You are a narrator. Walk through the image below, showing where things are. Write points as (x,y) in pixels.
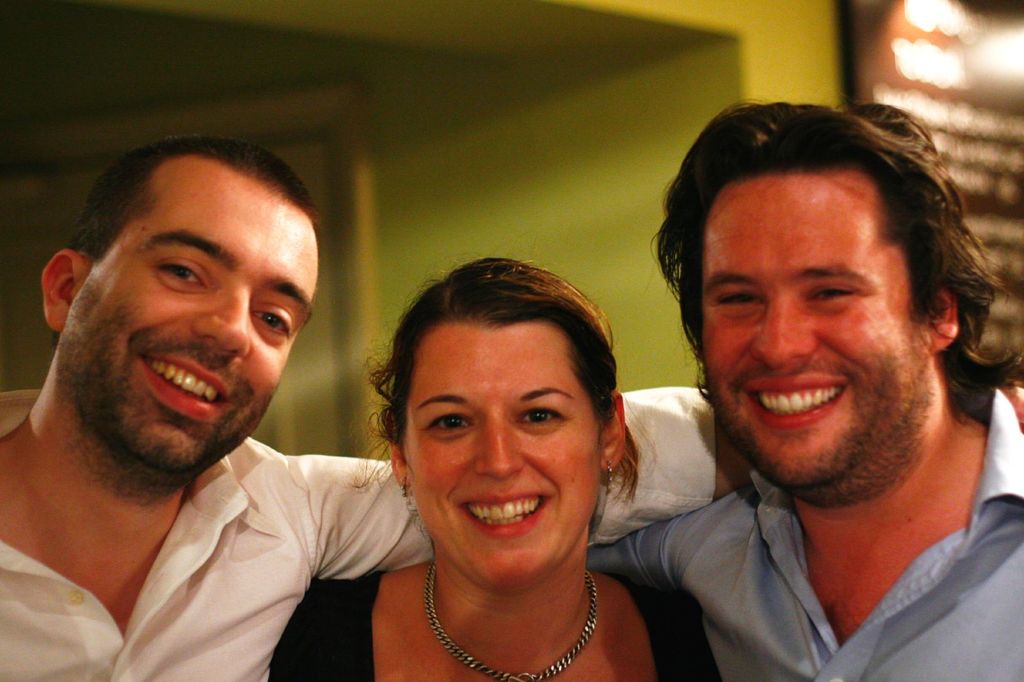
In the picture we can see a person (199,578) wearing white color shirt (199,578), a woman (311,588) wearing black color dress (332,626) and necklace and this person (864,638) wearing a light blue color shirt (735,638) are standing here and smiling. The background of the image (782,16) is slightly blurred, where we can see the green color wall (489,144) and a board (925,56) here.
